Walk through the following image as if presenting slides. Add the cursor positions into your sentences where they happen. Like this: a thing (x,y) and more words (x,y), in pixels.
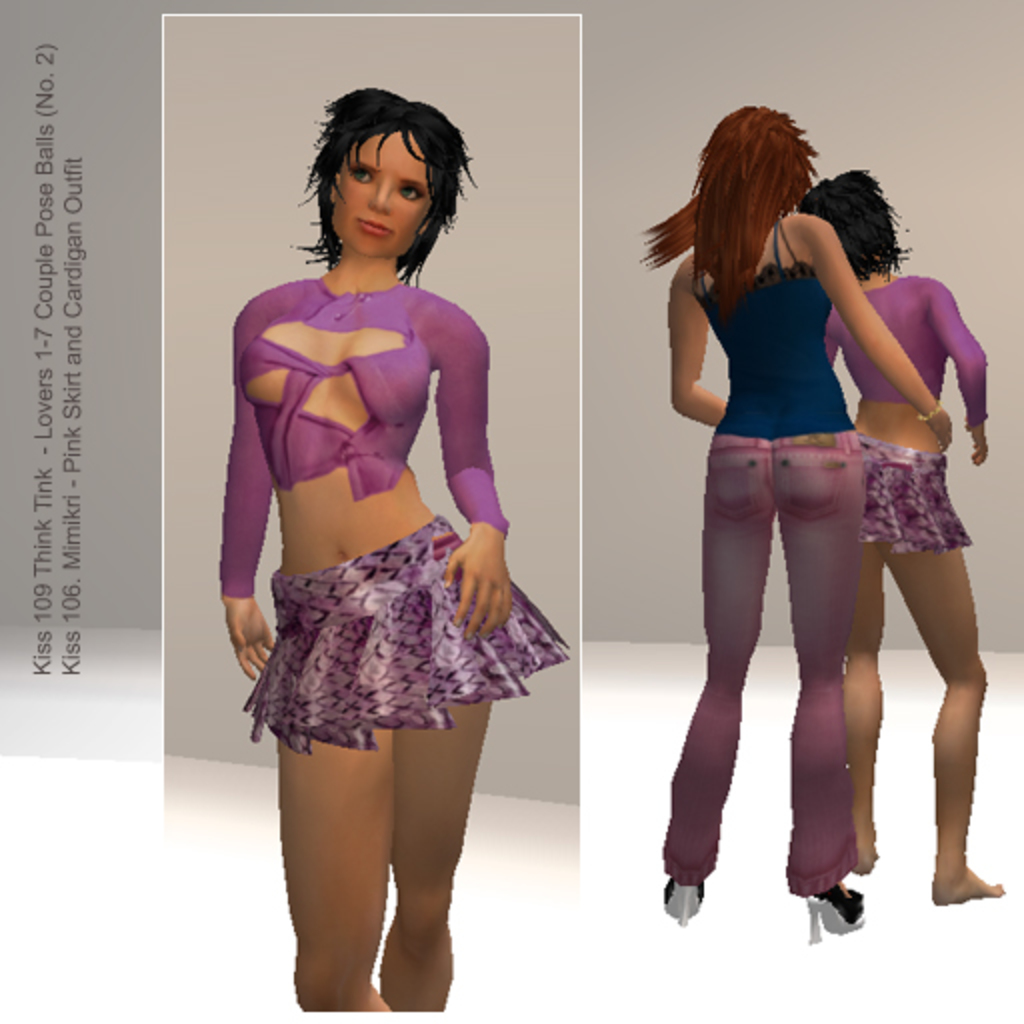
This is an animated image, we can see a few persons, and we can see some text (52,367) on the left side of an image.
